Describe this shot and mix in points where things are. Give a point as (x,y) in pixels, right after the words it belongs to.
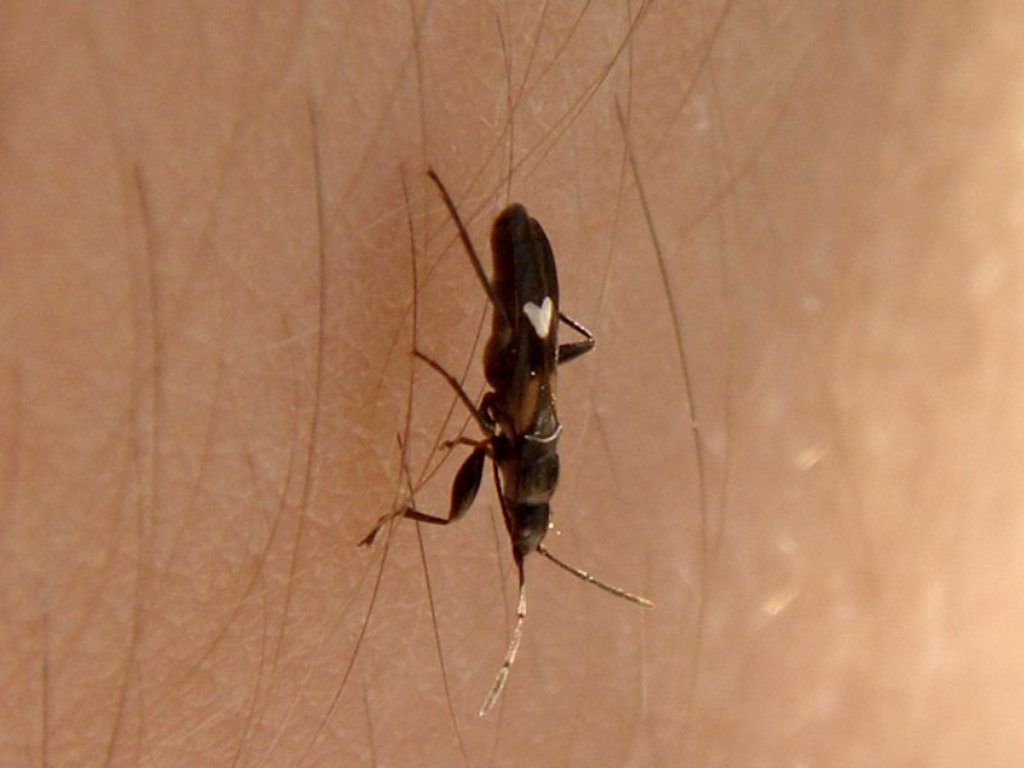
In the center of the image (519,479) an insect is there. In the background of the image (604,312) we can see skin (293,216) and hair (319,182) are present.
